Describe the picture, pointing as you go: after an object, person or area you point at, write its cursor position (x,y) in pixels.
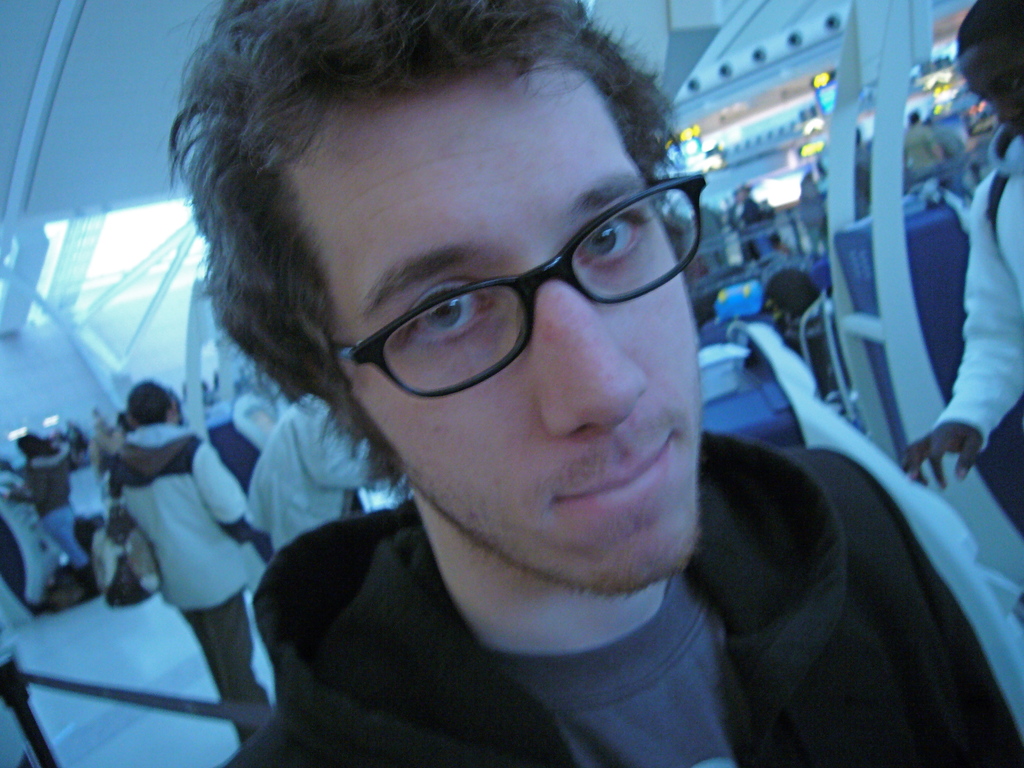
In the picture we can see a man (897,730) standing with black color jacket (993,714) and T-shirt (551,678) and behind him we can see some people (917,464) are standing and doing their work and in the background (733,88) we can see a wall (720,76) with some lights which are not clearly visible.
